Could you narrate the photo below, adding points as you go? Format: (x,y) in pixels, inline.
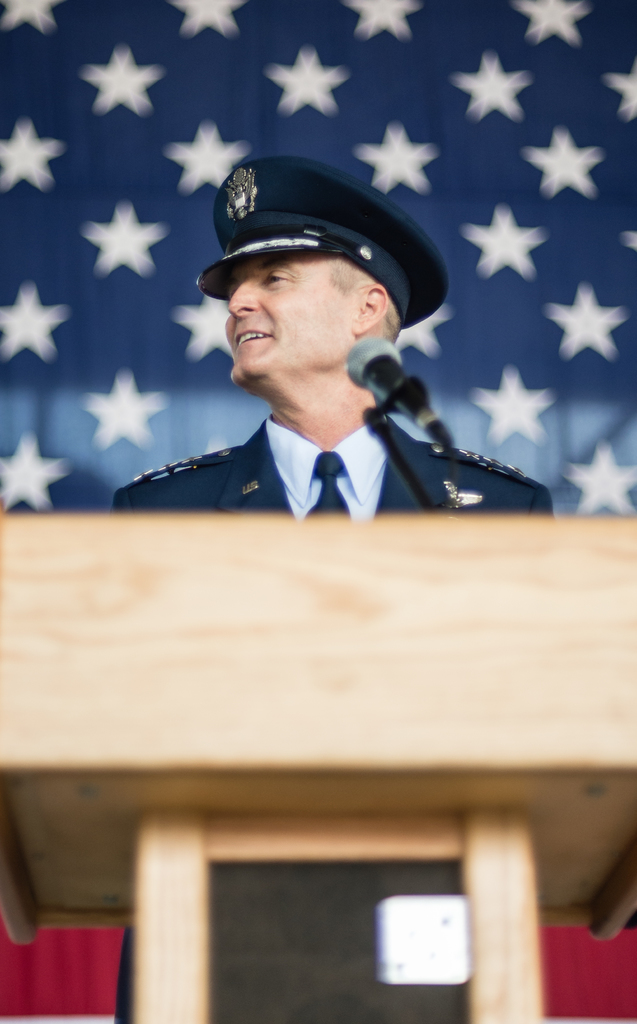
In the background (408,161) we can see a colorful cloth (408,161). In this picture we can see a man (271,204) wearing a cap (390,220). He is standing near to a podium (105,674) and smiling. We can see a microphone (376,382) and a stand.
